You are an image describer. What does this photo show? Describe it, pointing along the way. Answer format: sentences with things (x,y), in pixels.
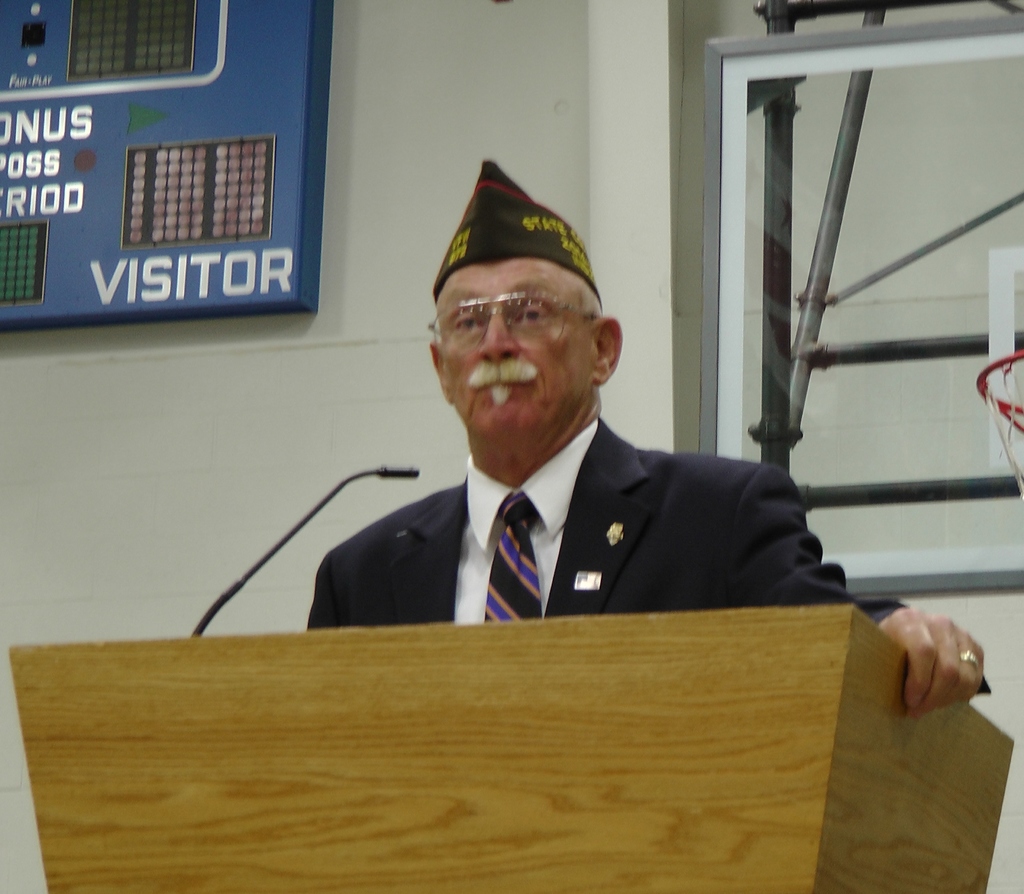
In this image we can see a person (595,336) holding the podium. On the podium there is a mike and on the background (659,392) there is a wall (635,382).
